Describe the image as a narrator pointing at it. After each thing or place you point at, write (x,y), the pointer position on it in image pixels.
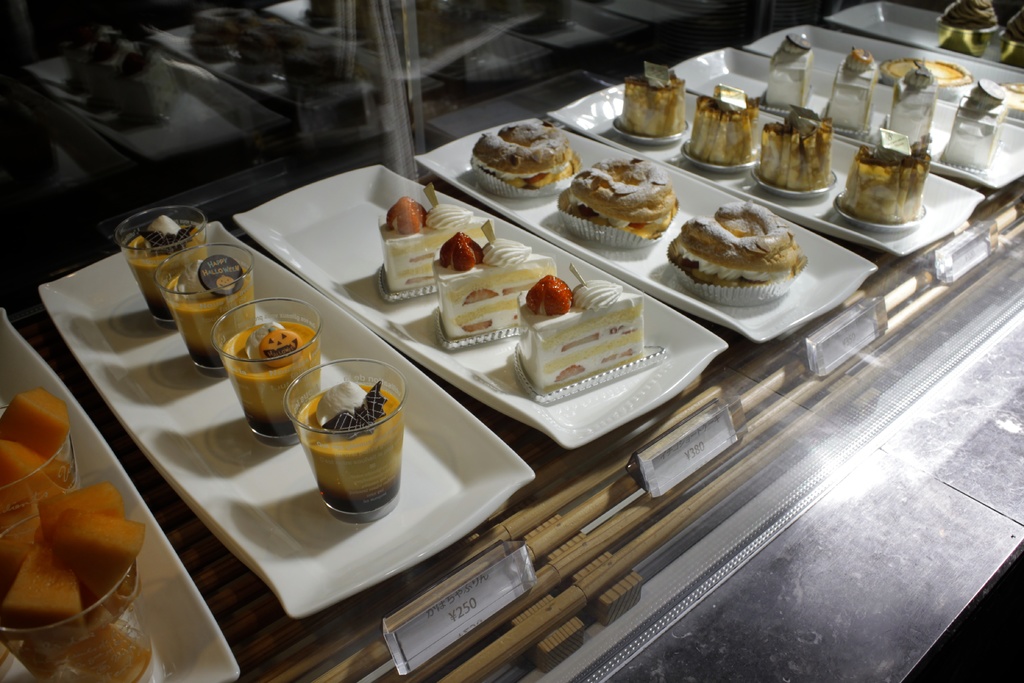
In this picture we can see cakes (517,301) and glasses (392,446) with food (394,462) in it and these all are placed in trays (430,411), here we can see boards (504,562) and some objects (584,575).
